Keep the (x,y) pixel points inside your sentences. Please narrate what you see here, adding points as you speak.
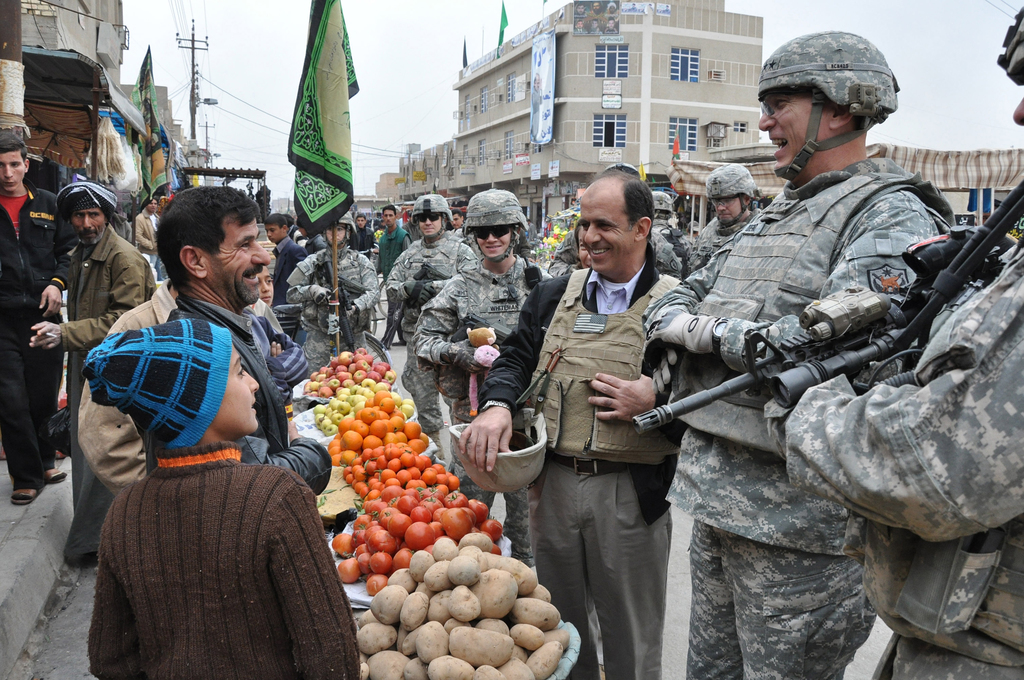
On the left side (191,201), there are persons (175,206) standing in front of vegetables (408,506) and fruits (370,358) arranged on the bowls (390,400). On the right side (886,571), there are persons (1010,373) smiling and standing on the road (669,645), some of them are holding guns (826,372). In the background (530,193), there are persons (497,193) on the road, there are buildings (487,116), pole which is having electrical lines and there is sky (905,28).
